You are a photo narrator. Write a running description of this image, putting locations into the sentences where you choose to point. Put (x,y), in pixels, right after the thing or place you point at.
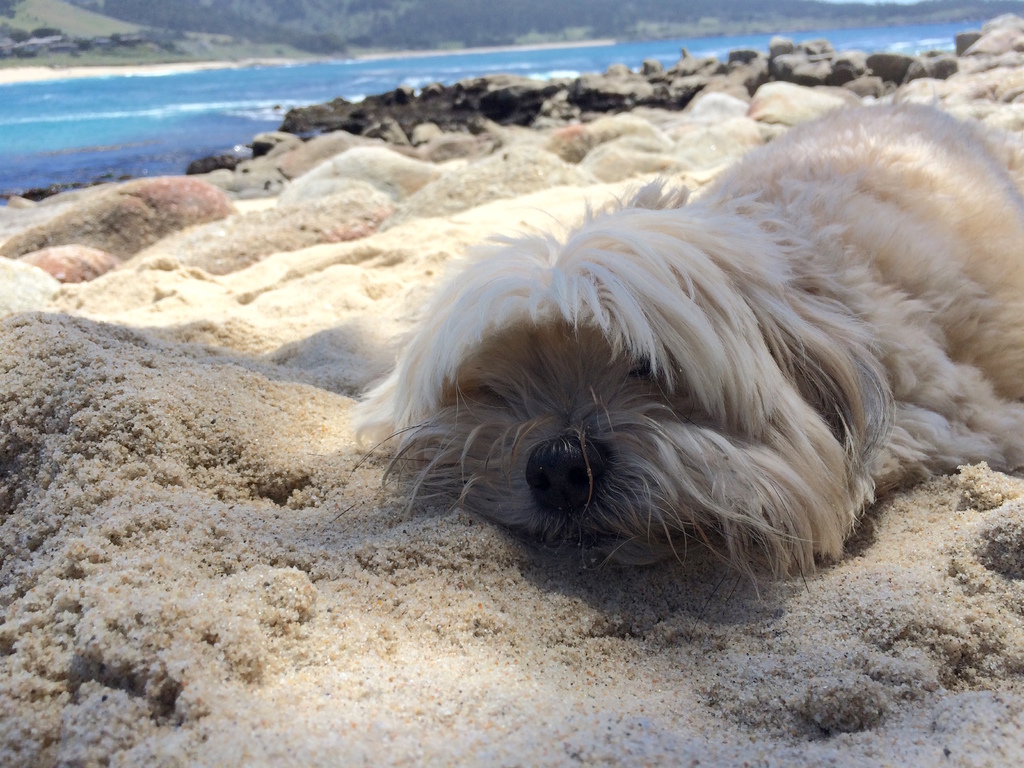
As we can see in the image there are rocks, dog (678,268) and water (359,60).
